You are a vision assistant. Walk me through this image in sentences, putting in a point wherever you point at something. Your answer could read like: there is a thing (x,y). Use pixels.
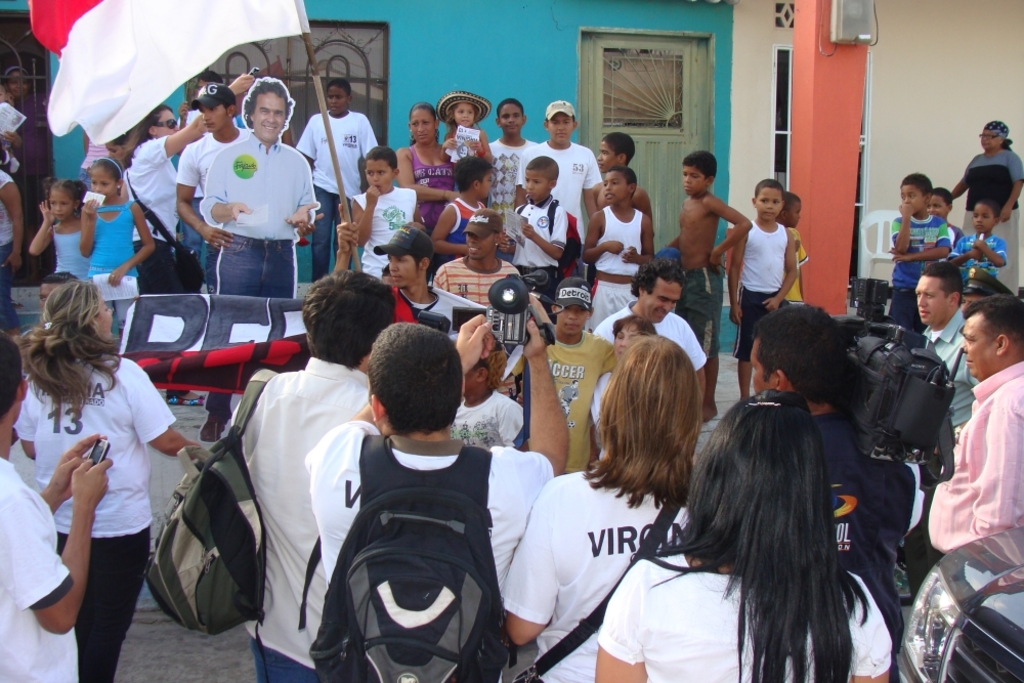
In this image there are people (616,413) standing holding a flag (241,20) and a banner (241,309), in the background (221,194) there is a poster (244,139) of a man (299,170) and a wall (551,36) for that wall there are windows (640,85).
